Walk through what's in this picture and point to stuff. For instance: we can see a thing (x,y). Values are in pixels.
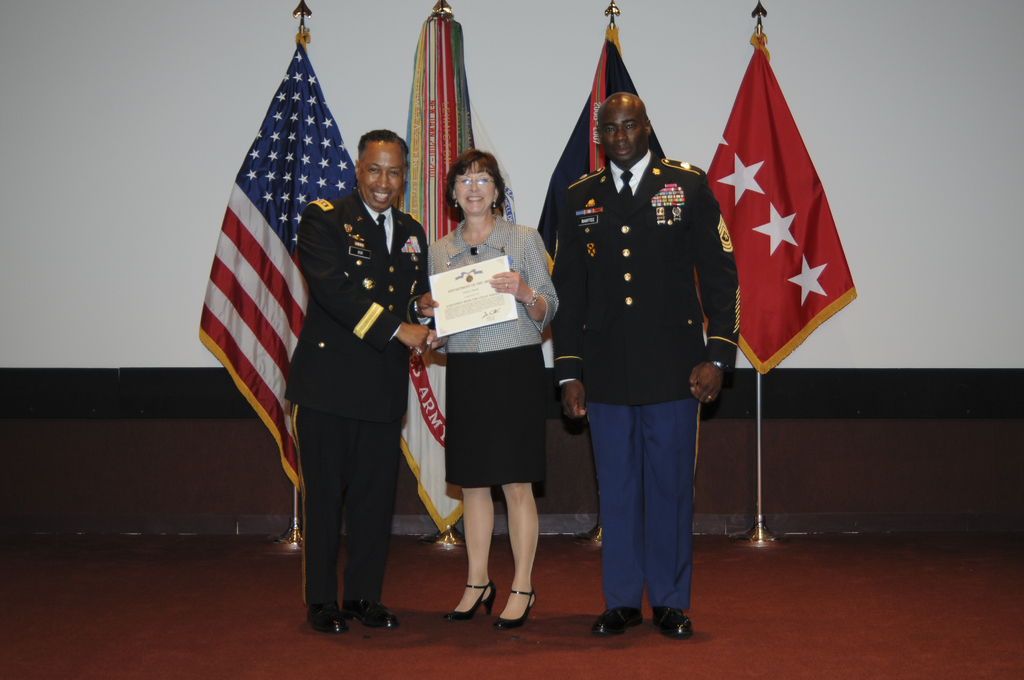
Here there are two men (395,206) and woman (455,250) in the middle (458,349) are standing on the floor (410,567) and the woman (469,330) is holding a certificate (450,306) in her hand (440,337). In the background (269,290) there are flags (425,204) and screen (137,159).
